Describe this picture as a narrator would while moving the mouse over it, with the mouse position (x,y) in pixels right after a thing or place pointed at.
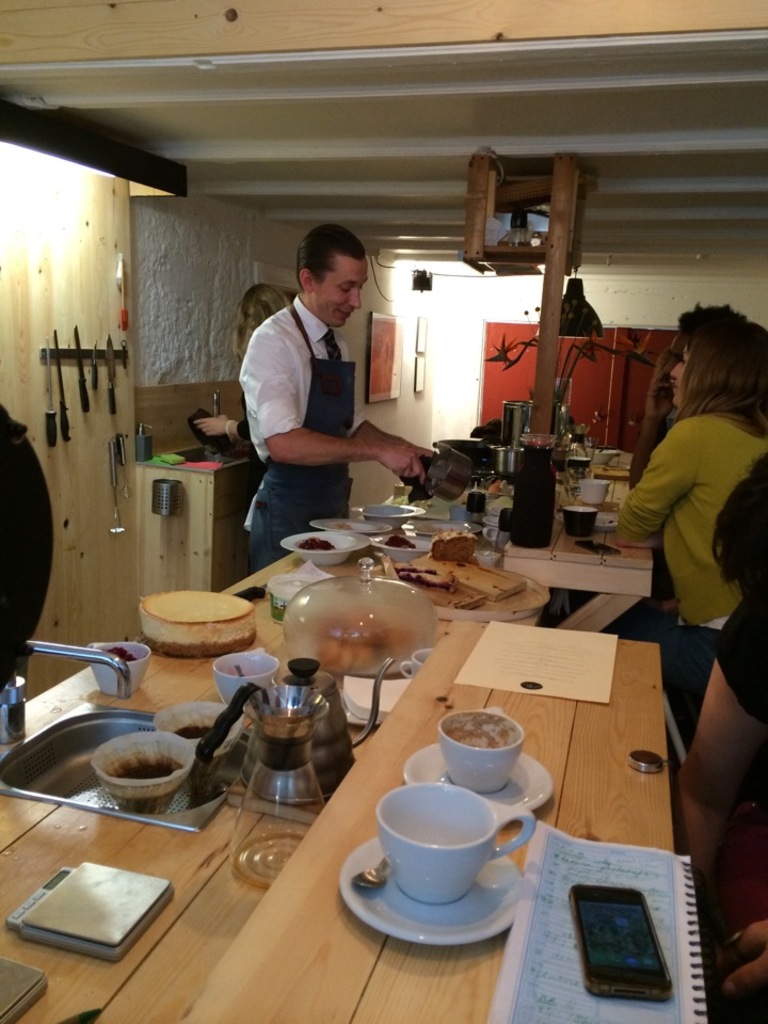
There are few people (36,511) to the either side of this table (376,951). There are cups (468,872), mobile phone (595,971), paper (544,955), books (532,954), bowls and food items (228,600) on this table (331,902). IN the background (163,226) there is a wall (110,305) and frames (370,374) and knives (61,389) on the wall (74,414).
